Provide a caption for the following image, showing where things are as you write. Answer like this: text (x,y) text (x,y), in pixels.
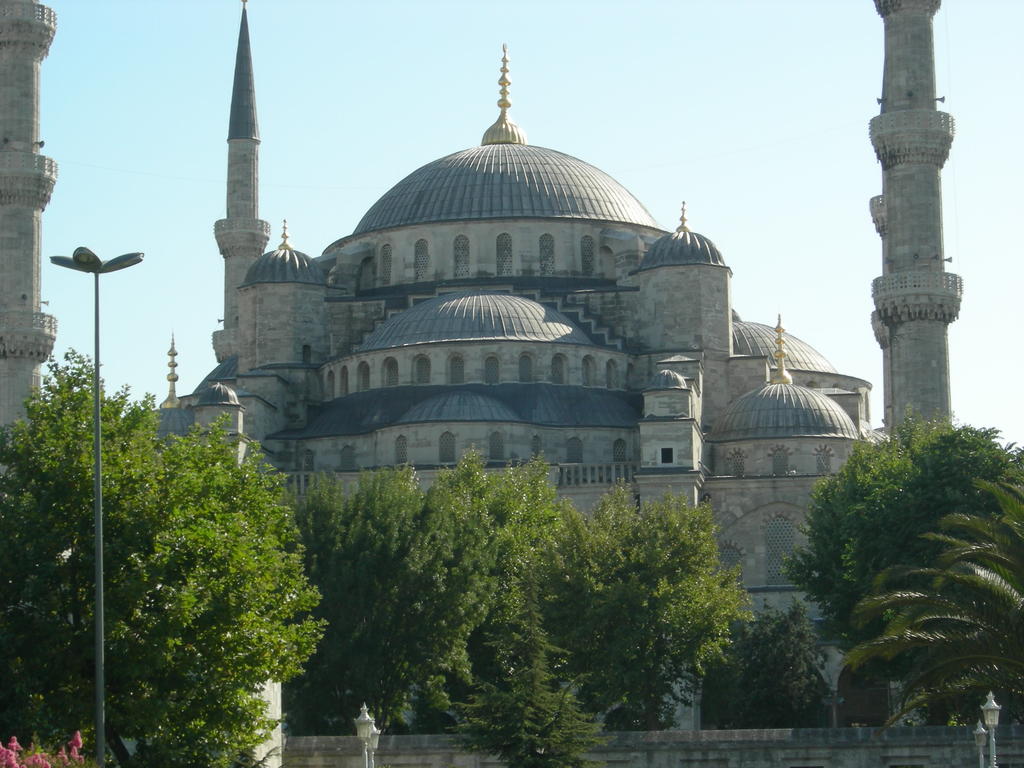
In the center of the image (556,325) we can see a building (632,279). At the bottom of the image (588,652) we can see the trees (451,666), electric light poles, wall (415,739), flowers (66,764). At the top of the image (630,62) we can see the sky (603,138).
